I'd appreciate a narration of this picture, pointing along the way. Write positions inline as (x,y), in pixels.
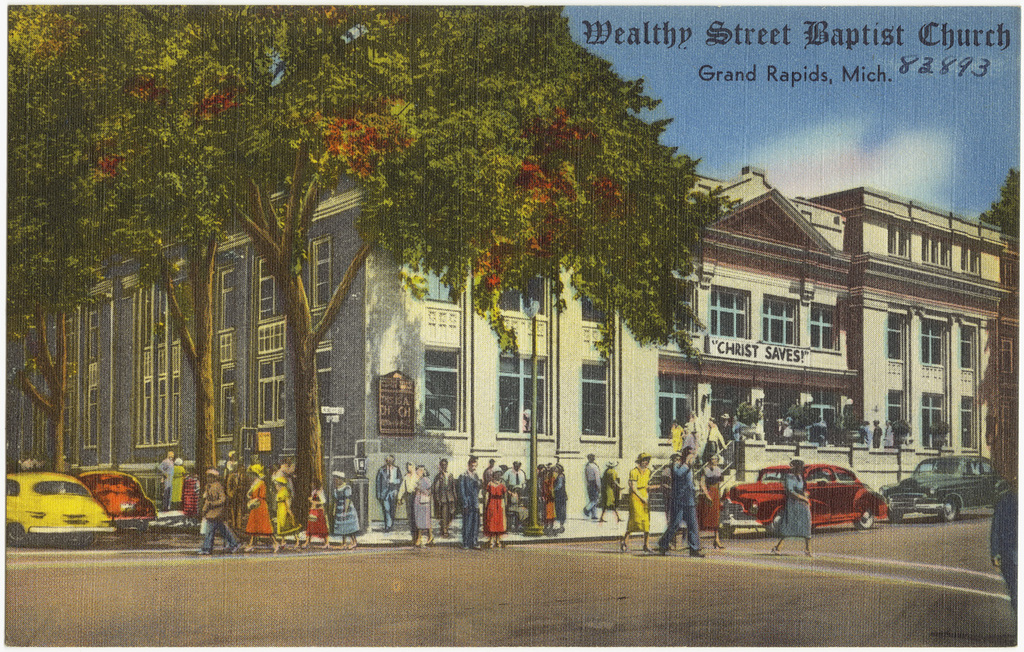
In this picture we can see a poster (526,621), here we can see people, vehicles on the road (482,614) and in the background (906,201) we can see a building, trees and some text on it.
